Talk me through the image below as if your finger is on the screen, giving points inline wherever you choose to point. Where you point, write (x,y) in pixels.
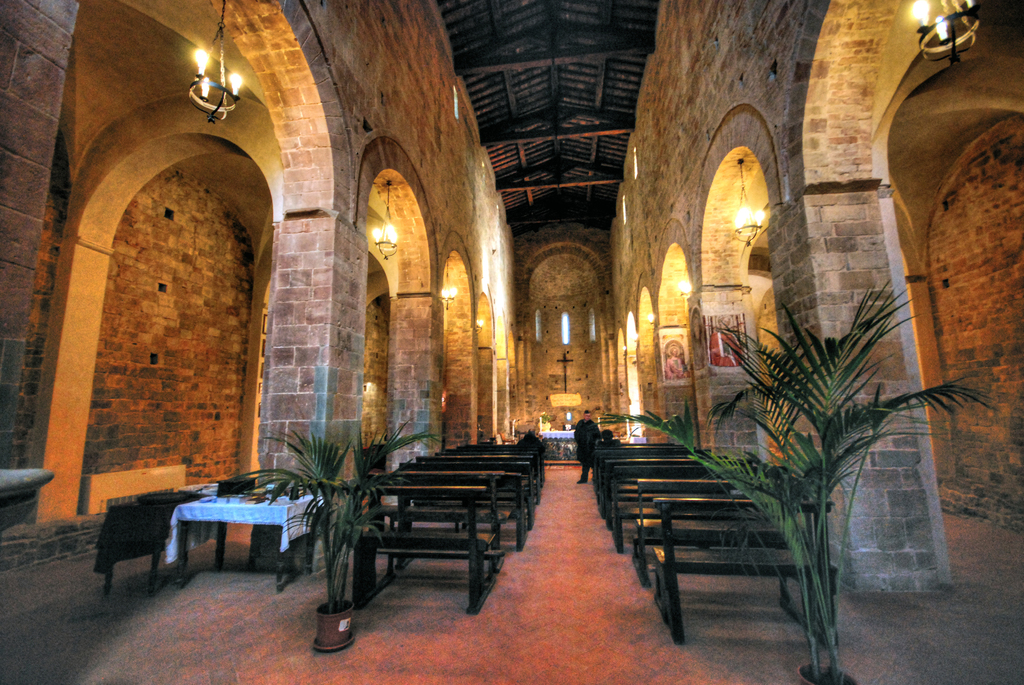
In this image we can see inside of a building (422,288). There are benches (612,519). Also there are pots (348,636) with plants (345,550). There are pillars (705,301). There are posters (680,357) on few pillars (689,344). Also there are lights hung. And we can see table (251,499). On the table (200,514) there are few items (253,481). In the back (584,422) there are two persons (591,425).
